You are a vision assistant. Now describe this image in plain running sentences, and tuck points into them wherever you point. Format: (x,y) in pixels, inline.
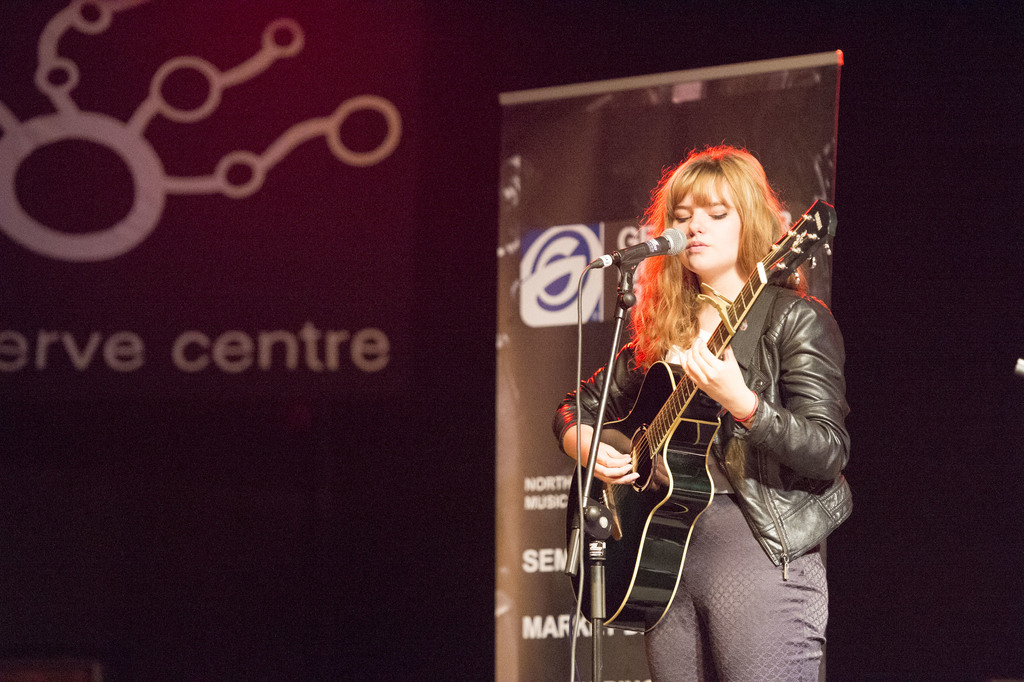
In this image there is a woman (699,344) standing and playing a guitar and singing a song in the microphone (616,255), and the back ground (568,204) there is a banner (521,226) and hoarding (249,237).
